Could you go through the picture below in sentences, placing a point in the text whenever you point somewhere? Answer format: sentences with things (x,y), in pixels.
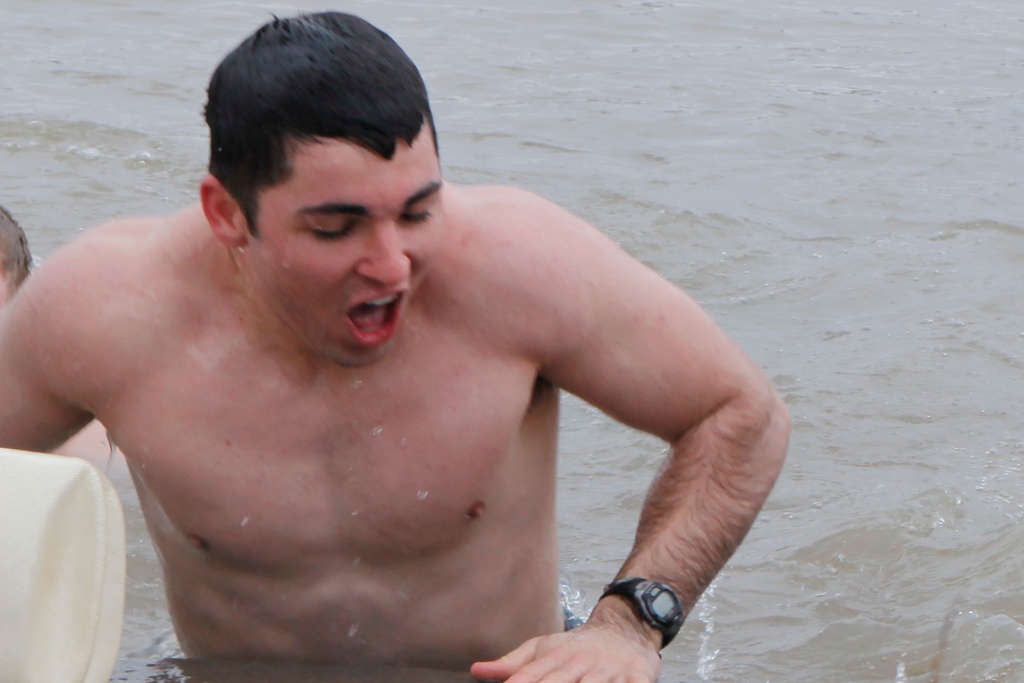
In this image in the center (591,323) there is one person (406,338) who is in water (882,674) beside him there is another person (100,444) and some object (92,554), at the bottom (917,484) there is a river (865,536).
